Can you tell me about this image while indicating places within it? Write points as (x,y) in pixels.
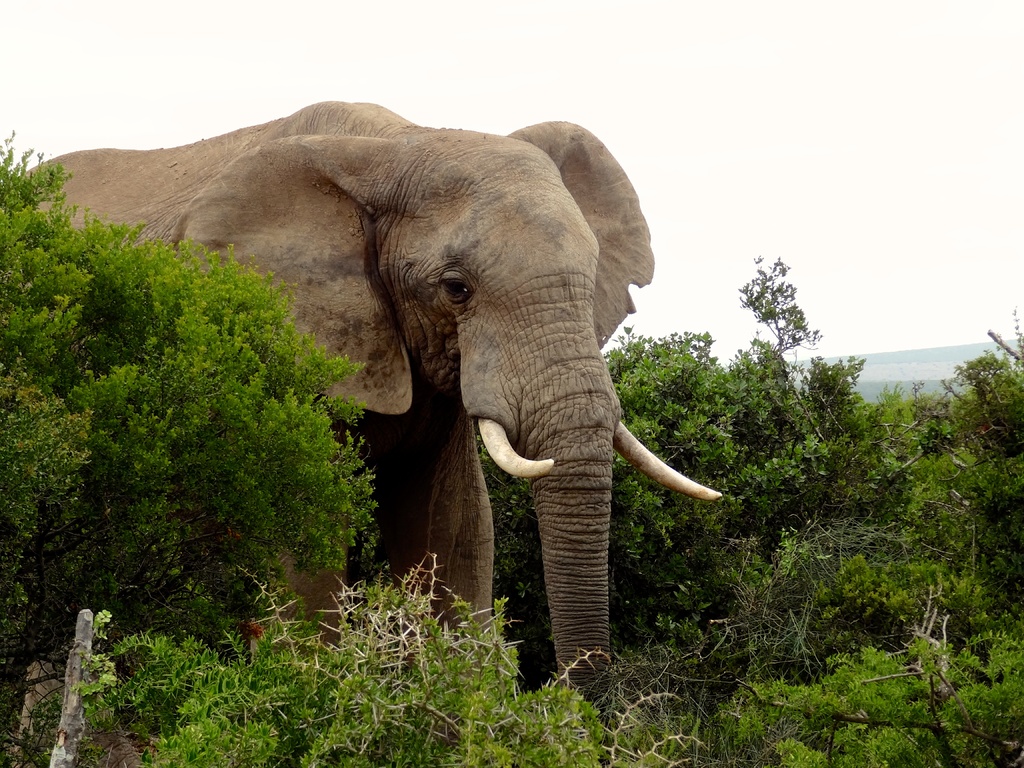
In this picture we can see elephant (606,387), trees (711,441), hills (867,370) are present. At the top of the image (848,84) sky (863,273) is there.
